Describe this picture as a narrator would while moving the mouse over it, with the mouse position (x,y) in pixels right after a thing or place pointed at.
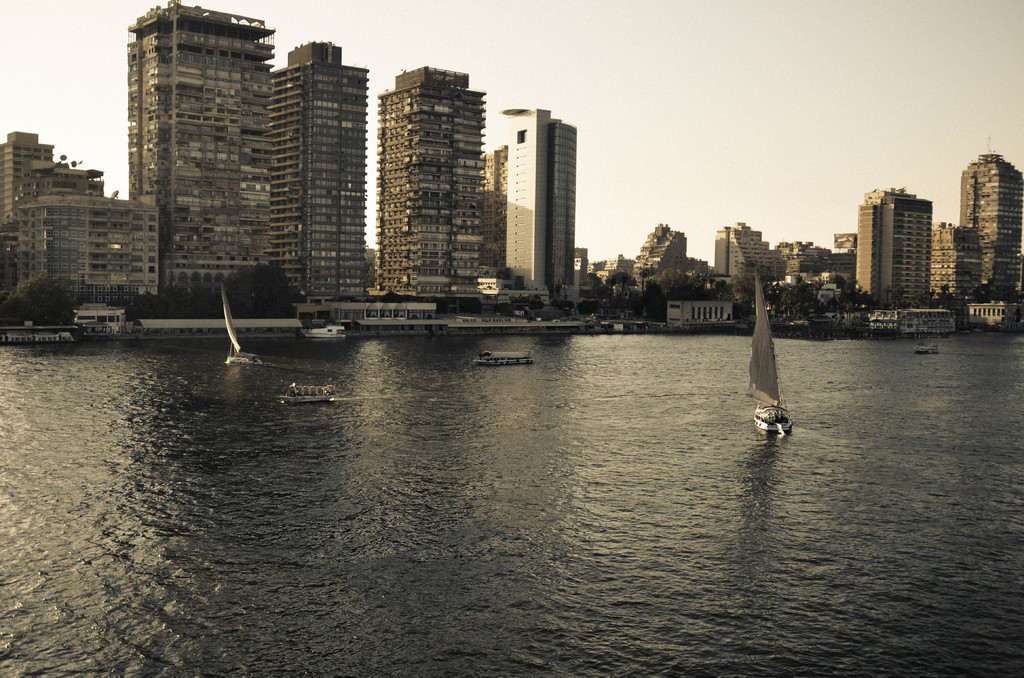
In this image there are ships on the river (383,512). In the background (263,263) there are buildings (501,263) and the sky (686,148).
